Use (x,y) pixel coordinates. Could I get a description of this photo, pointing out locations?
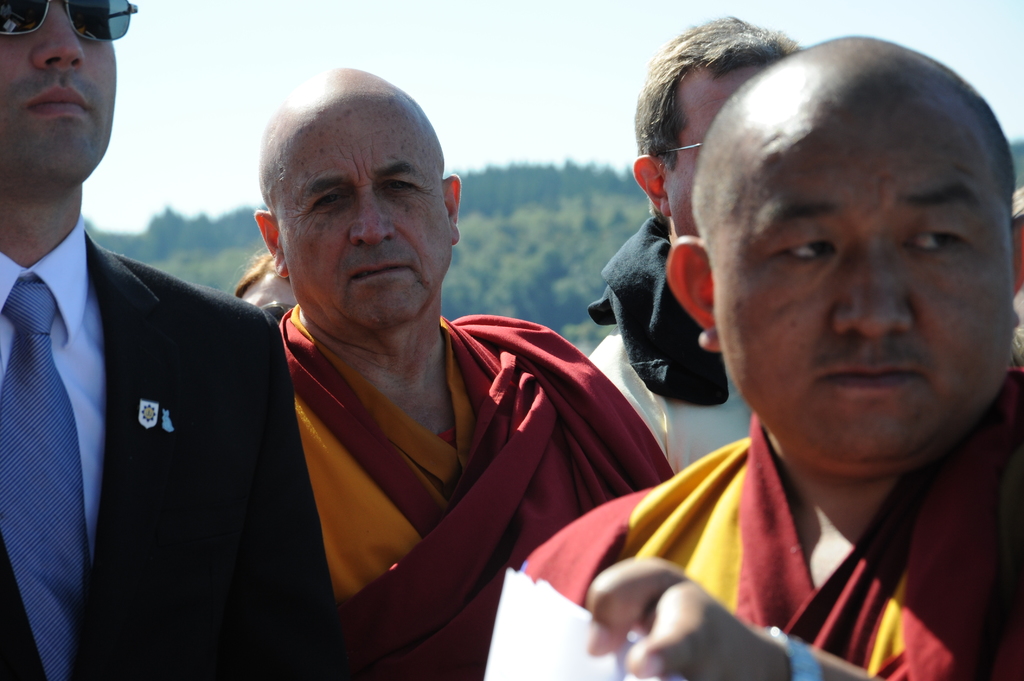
In the center of the image (634,246) there are people (542,357). In the background of the image (472,187) there are mountains (474,208). At the top of the image (468,51) there is sky (352,57).
